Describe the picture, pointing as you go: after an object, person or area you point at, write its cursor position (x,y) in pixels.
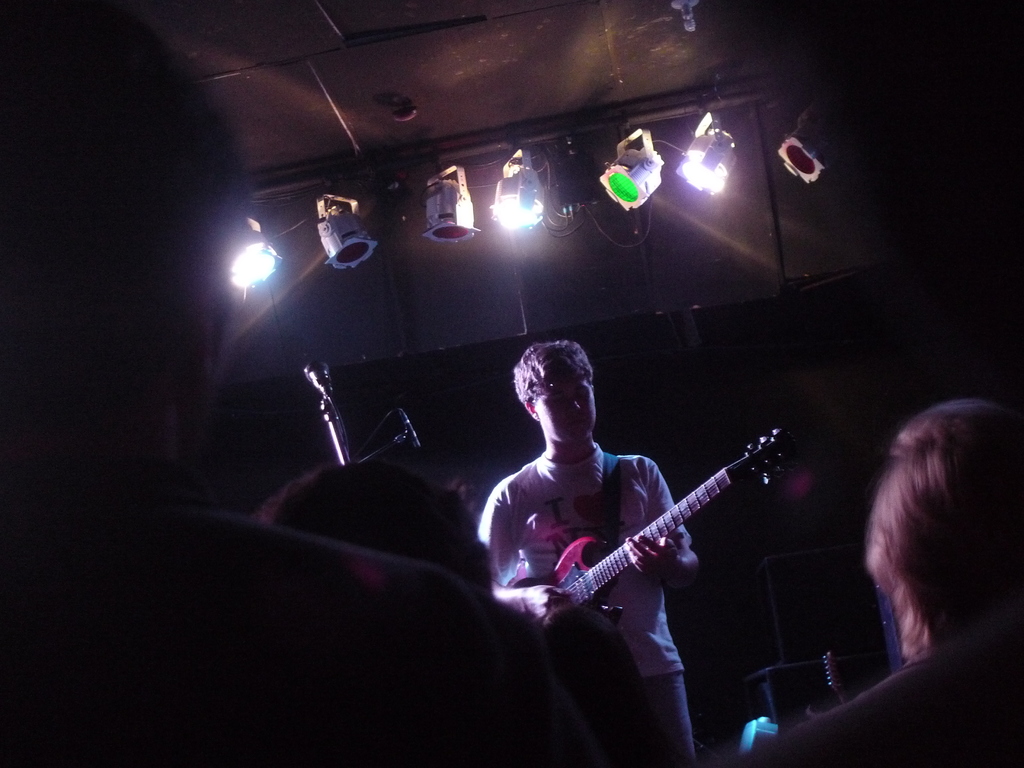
In this picture we can see few lights (251,250) at the top (640,175). Here we can see one man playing a guitar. This is a mike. We can see few audience (568,650) over here.
